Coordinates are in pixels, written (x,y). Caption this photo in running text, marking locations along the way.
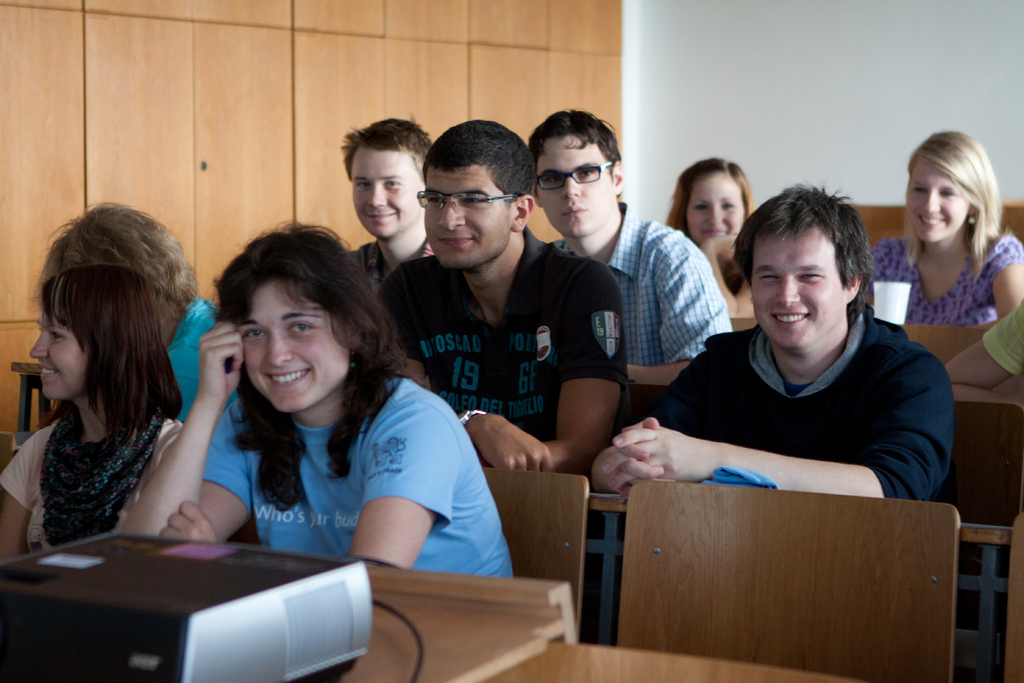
This is a picture taken in a room, there are a group of people (754,288) who are sitting on a chair (681,519) in front of the people (453,484) there is a table (497,611). The women (387,472) in blue t shirt (360,462) in front of the women (338,439) there is a table (438,601) on the table (443,605) there is a projector (230,565). Background of this people (487,305) there is a cupboards (388,63) and a wall (730,61) which is in white color.
